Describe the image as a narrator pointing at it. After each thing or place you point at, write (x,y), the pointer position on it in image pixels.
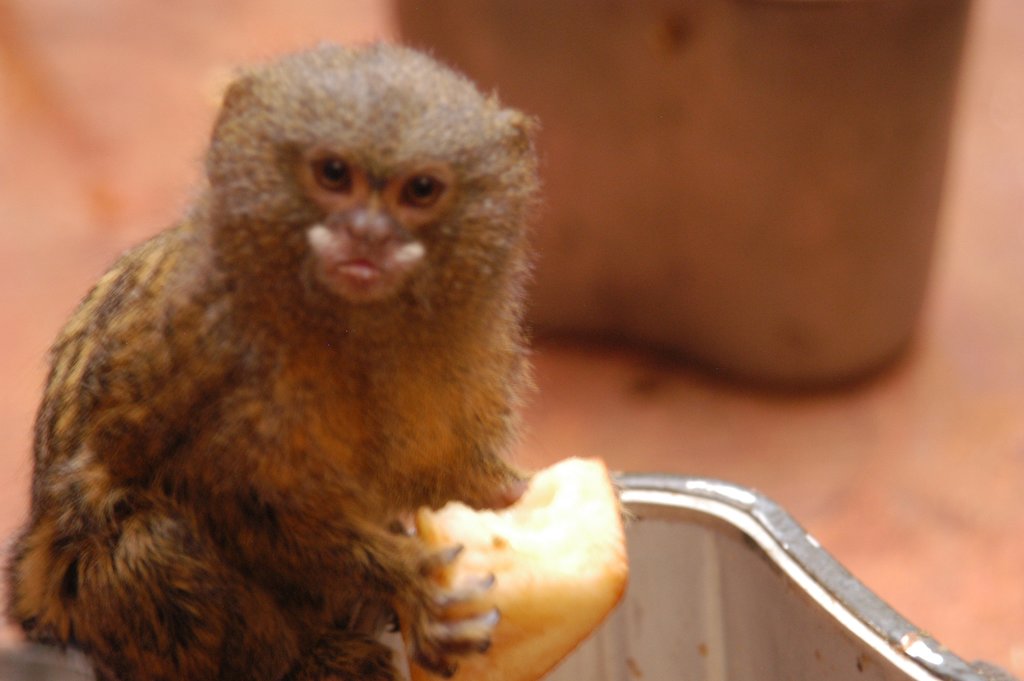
In this image we can see an animal (340,358) holding something in the hand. In the background (493,41) it is blur.
